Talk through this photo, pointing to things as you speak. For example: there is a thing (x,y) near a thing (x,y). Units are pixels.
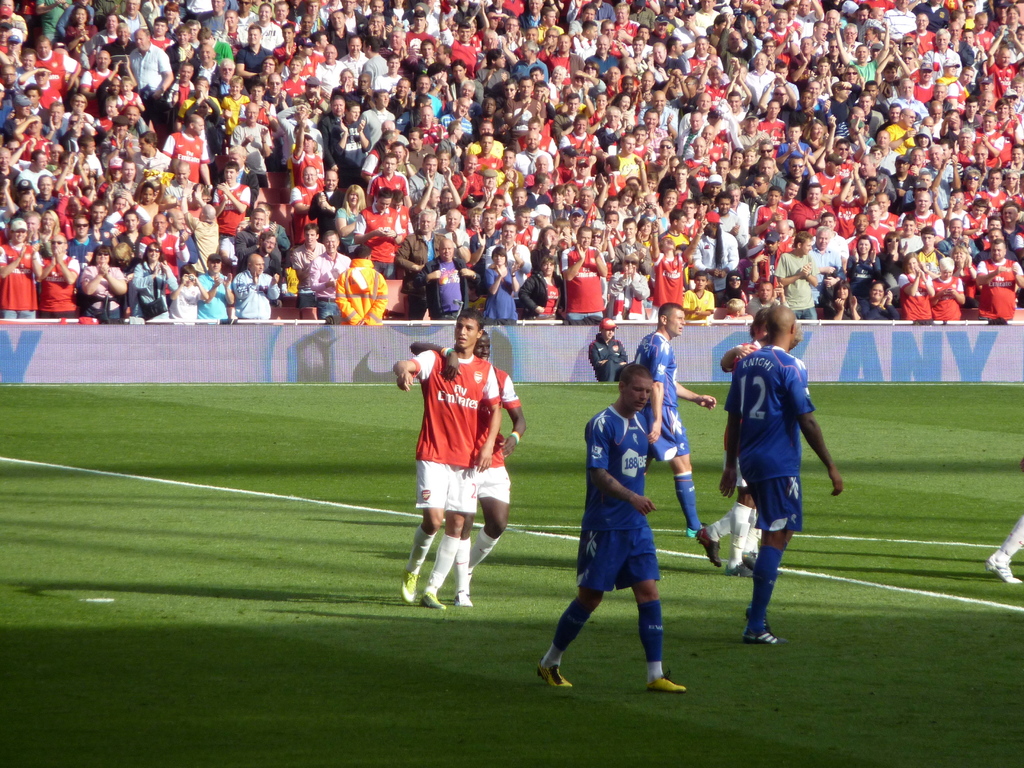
In this image I can see few people (646,430) standing on the ground (506,669). These people (617,573) are wearing the blue, white and red color dresses (486,492). To the side of these people (420,368) I can see the board (261,349). In the background (540,135) there are many people (693,192) with different color dresses (494,158).
